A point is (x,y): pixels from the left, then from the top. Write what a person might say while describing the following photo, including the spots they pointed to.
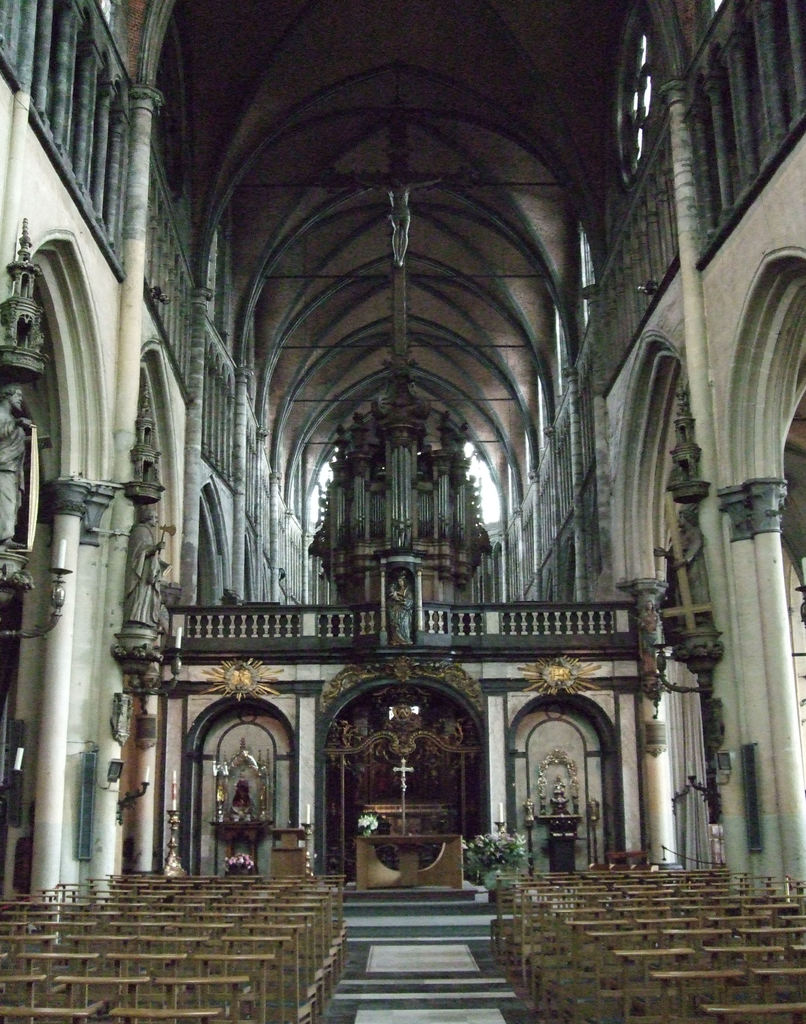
This image is taken inside the church (531,687). In this image we can see the benches (524,912) and also the floor (444,975) and candles (147,778). We can also see the flower pots (482,857). At the top (417,39) there is roof (427,36) for shelter. We can also see the pillars (147,789).
